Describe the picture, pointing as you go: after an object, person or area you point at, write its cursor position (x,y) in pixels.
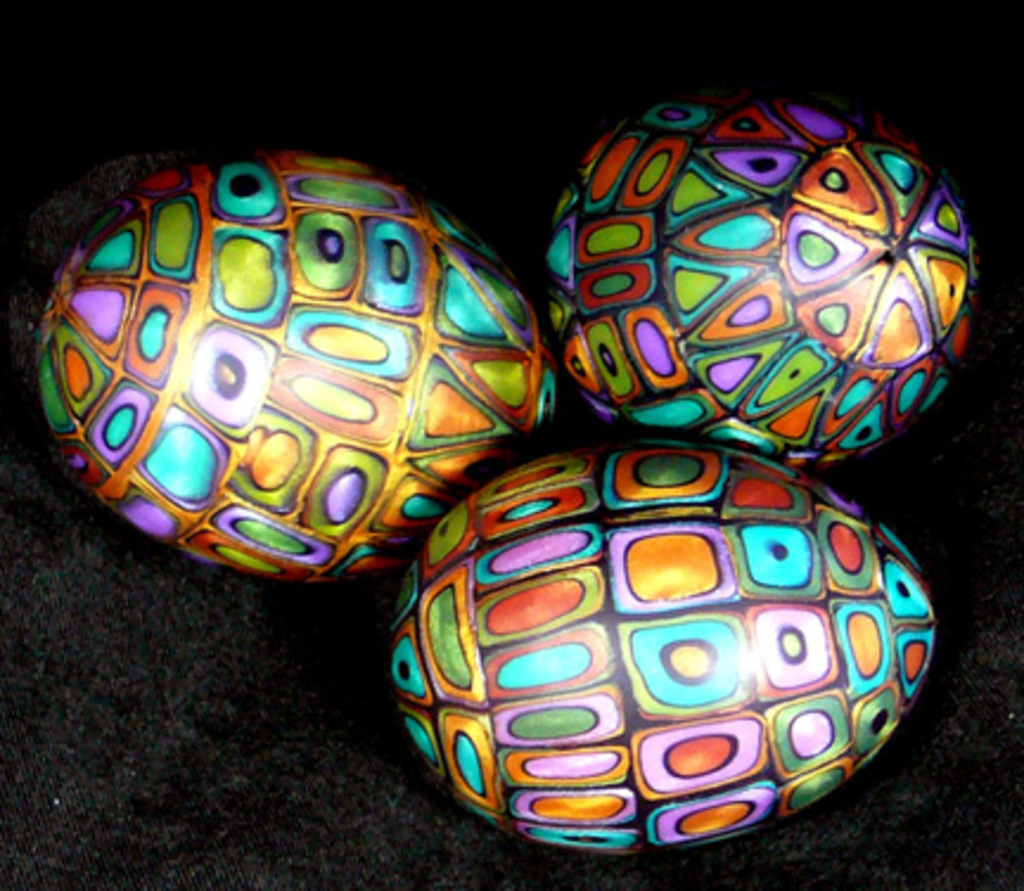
In the picture we can see three oval shaped balls (734,632) which are painted on it with different colors and they are placed on the black color surface (382,608).
